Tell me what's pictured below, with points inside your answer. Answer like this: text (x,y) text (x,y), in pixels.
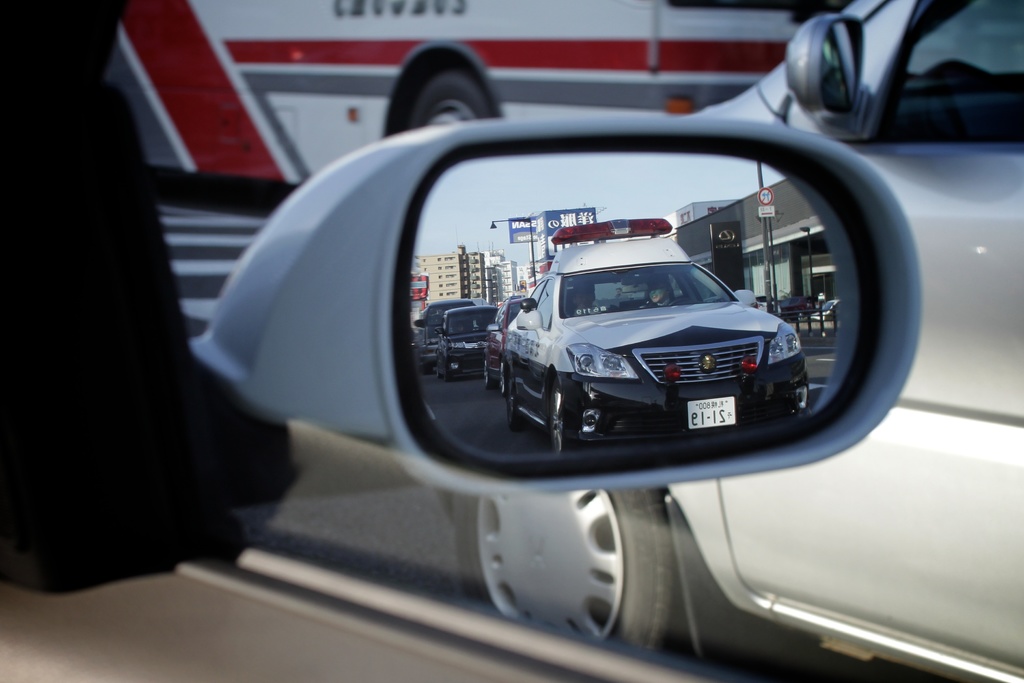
In this image, we can see a side mirror (356,199) of the car (756,125), we can see the reflection (588,382) of some cars (522,370) in the mirror (613,349). We can see a bus (401,32), on the right side (780,515), we can see a car (737,570).
